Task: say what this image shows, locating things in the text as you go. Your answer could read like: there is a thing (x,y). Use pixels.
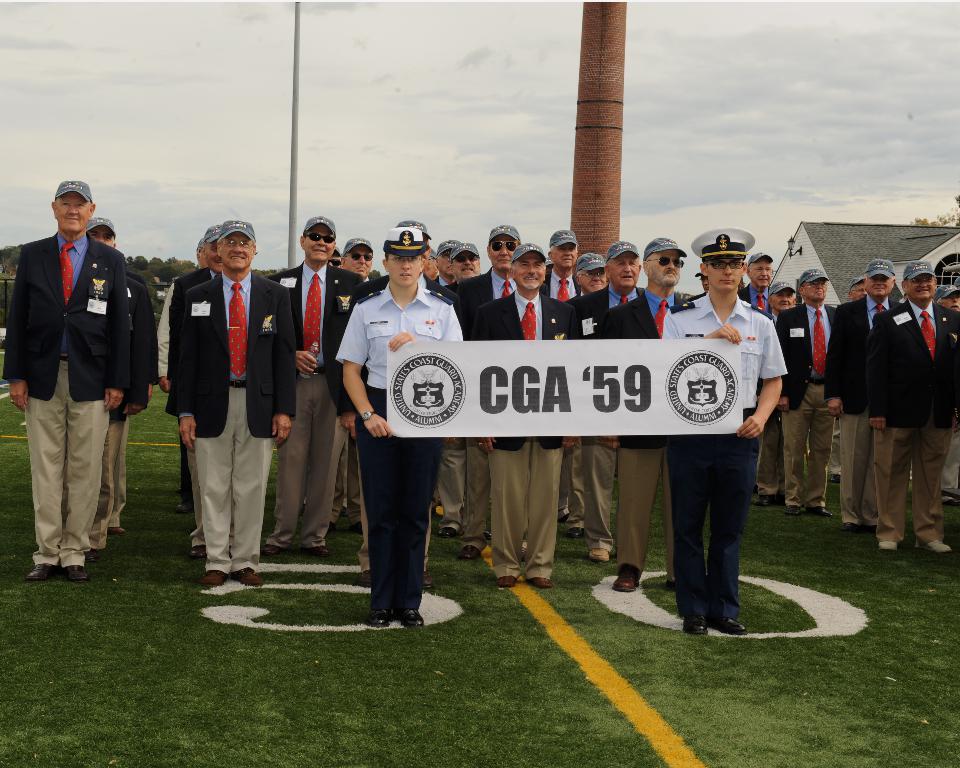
In the picture we can see a green color surface (831,704) on it we can see some men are standing in blazers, ties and shirts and in front of them we can see a woman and a man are standing in navy uniforms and holding a banner CGA 59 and beside them also we can see few men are standing in blazers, tie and shirts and beside them we can see a part of some houses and in the background (819,30) we can see some trees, poles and the sky (806,39) with clouds (780,74).
